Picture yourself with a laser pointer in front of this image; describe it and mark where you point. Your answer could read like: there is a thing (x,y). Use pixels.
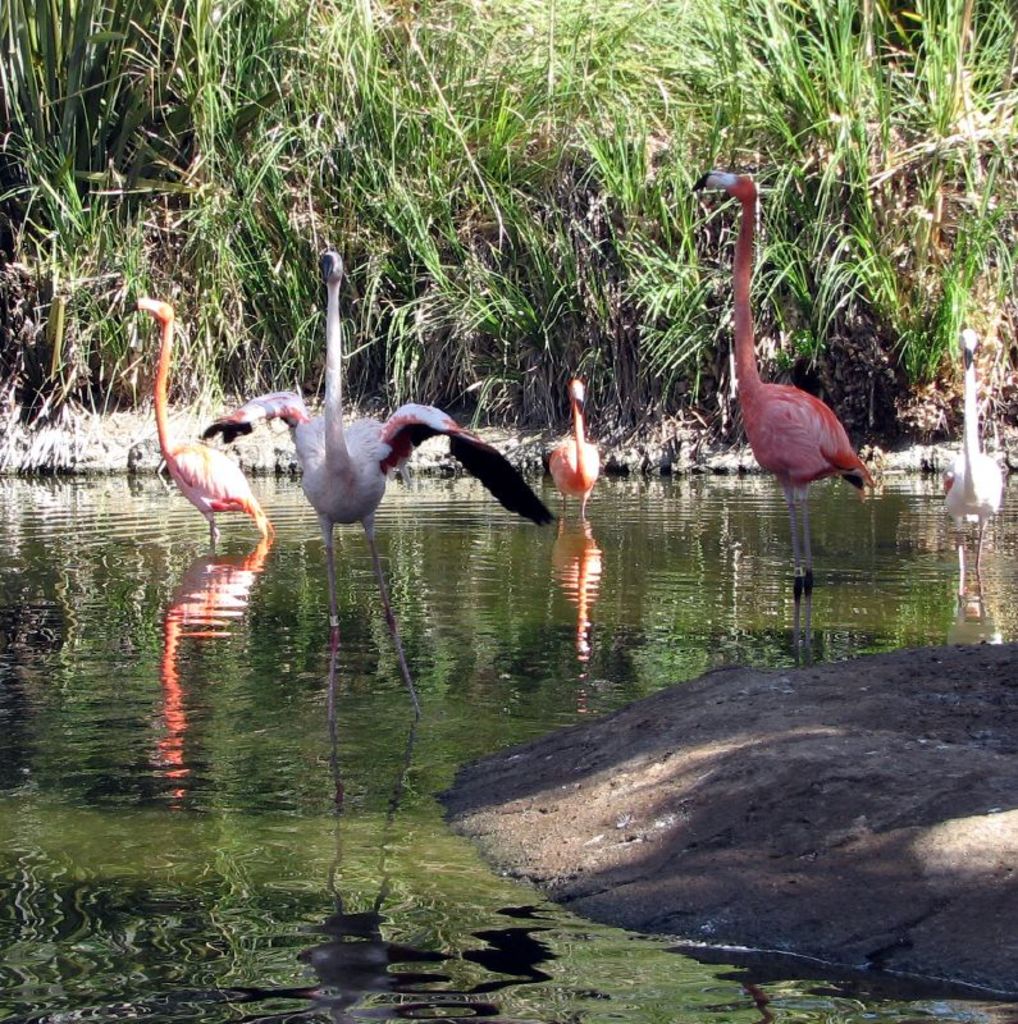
In this image there are flamingos (576,406) standing in the water (352,639). Behind them there are plants (582,124). In the bottom right (791,760) there is the ground (662,814).
